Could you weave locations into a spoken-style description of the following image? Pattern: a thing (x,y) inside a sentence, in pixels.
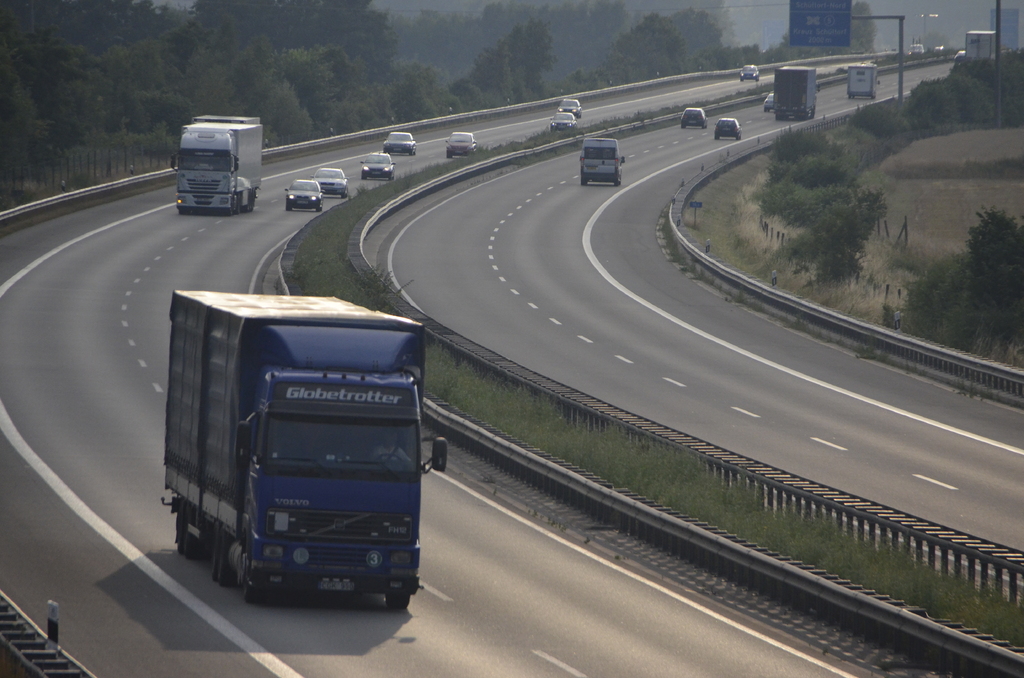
In the picture I can see vehicles (423,399) on roads (439,499). In the background (855,249) I can see trees (591,24), plants (625,473), fence (784,302), poles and some other objects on the ground (354,207).
